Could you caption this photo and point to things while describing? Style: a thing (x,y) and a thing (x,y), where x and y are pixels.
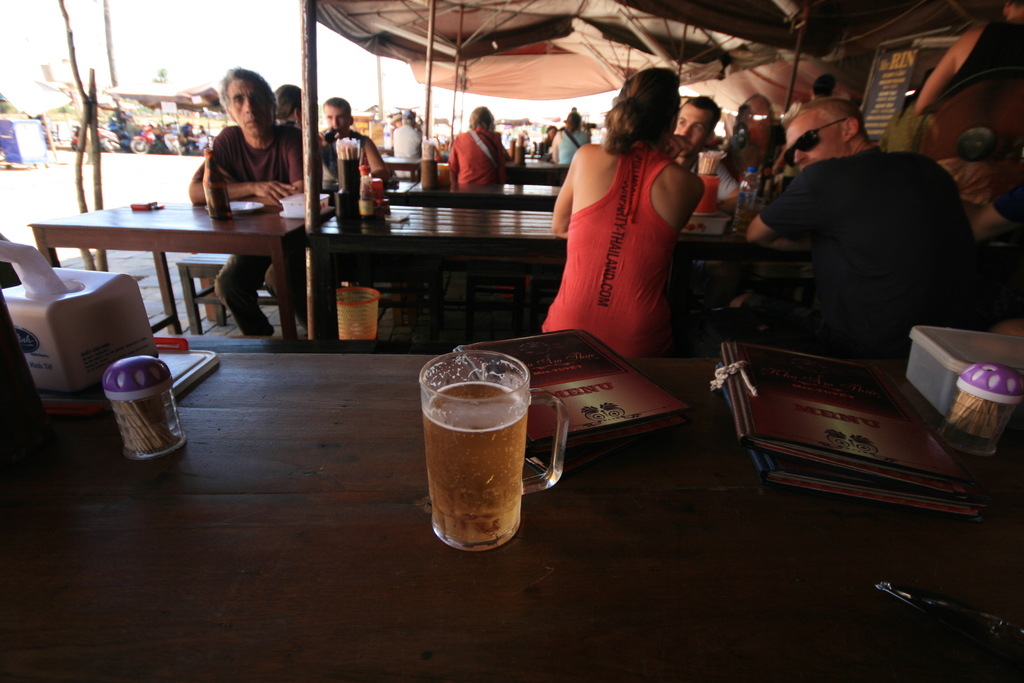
This picture shows a group of people (264,157) seated and we see a beer glass (480,447) and a few books (772,394) on the table (779,504).
